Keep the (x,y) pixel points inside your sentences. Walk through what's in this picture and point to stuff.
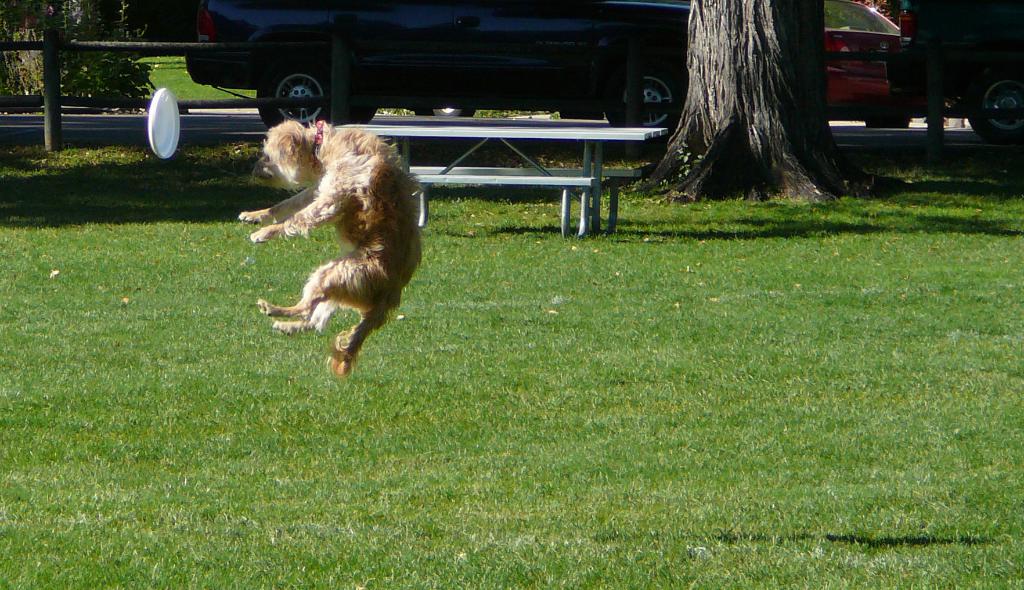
In the middle of the picture (353,258), we see a dog (379,168) which is jumping. In front of it, we see a frisbee disc (161,123). I think the dog (346,192) is playing frisbee (165,101). At the bottom of the picture (554,469), we see the grass (500,356). Beside the dog (351,183), we see a bench (494,169) and behind that we see the stem (711,114) of the tree (688,106). There are vehicles (962,80) parked on the road (17,128). We see iron rods (57,132) and trees (87,12) in the background (85,65).
